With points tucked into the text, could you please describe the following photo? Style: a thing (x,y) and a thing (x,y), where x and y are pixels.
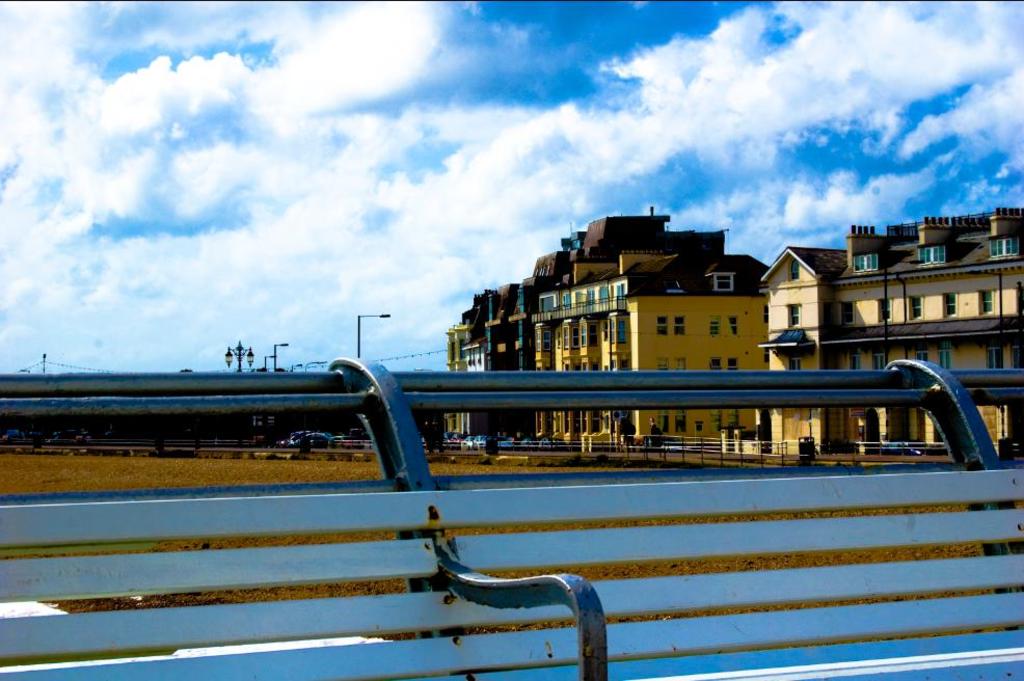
In this image, I can see a bench (630,513), buildings (594,417), vehicles (535,441) and street lights (274,359). In the background (248,333), there is the sky (260,226).
